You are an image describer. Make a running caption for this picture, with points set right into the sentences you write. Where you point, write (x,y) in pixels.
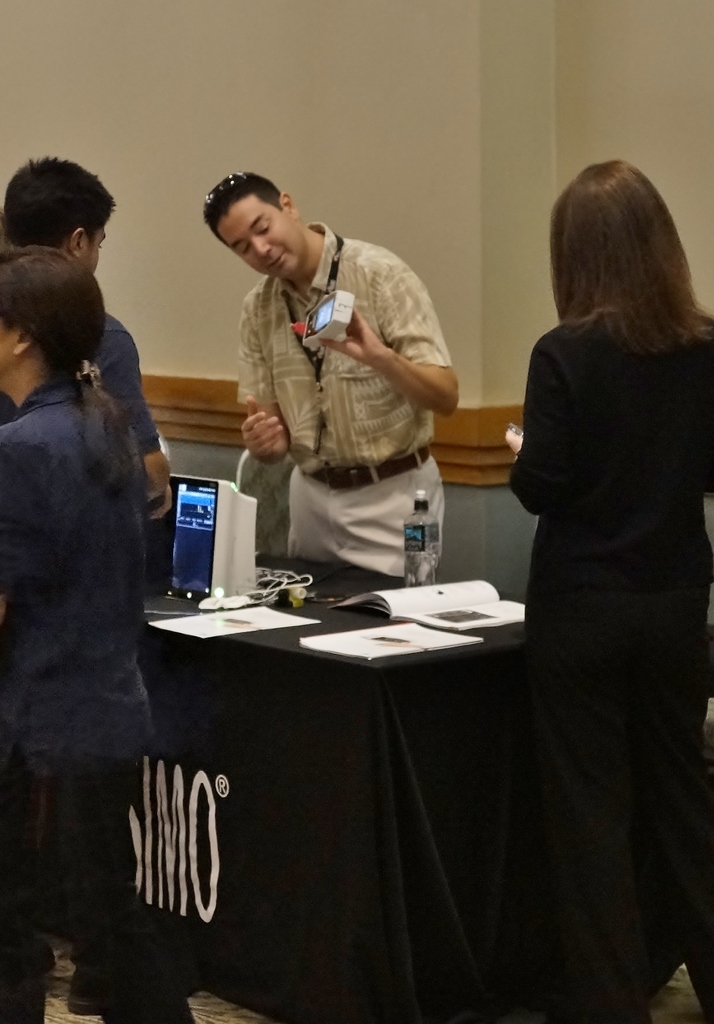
In this picture, we see a man (354,353) showing a machine (336,336) to the audience (50,475) who is standing in front of him.
